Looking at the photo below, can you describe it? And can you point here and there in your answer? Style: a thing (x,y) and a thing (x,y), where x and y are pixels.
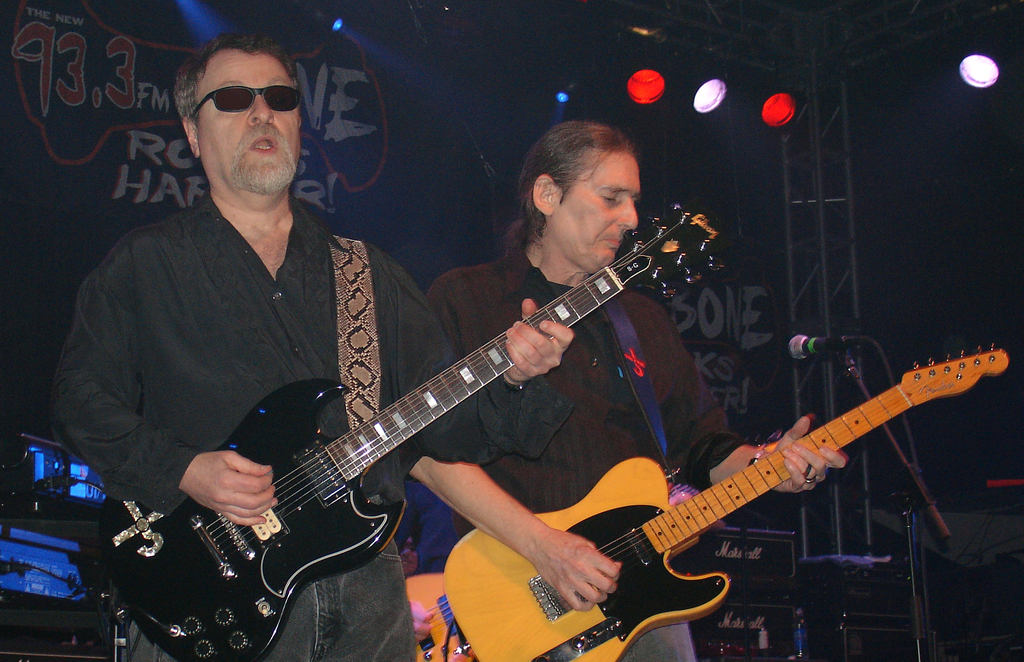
There are two people (472,275) standing and playing guitars (572,290) and we can see microphone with stand (852,375). In the background (808,613) it is dark and we can see devices (787,606), rods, banner (425,182) and focusing lights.
